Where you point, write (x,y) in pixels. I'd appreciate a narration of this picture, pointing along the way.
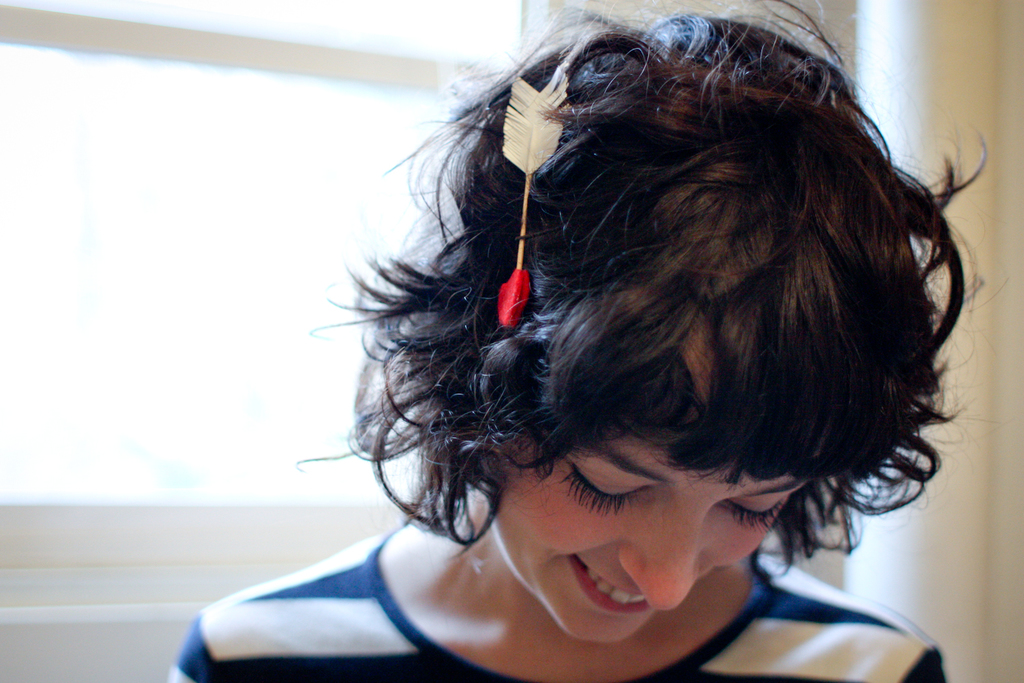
In this picture we can see a woman (522,557) is smiling and on the woman head (557,347) there is an object (534,168). Behind the woman (520,579) there is a wall (935,90).
